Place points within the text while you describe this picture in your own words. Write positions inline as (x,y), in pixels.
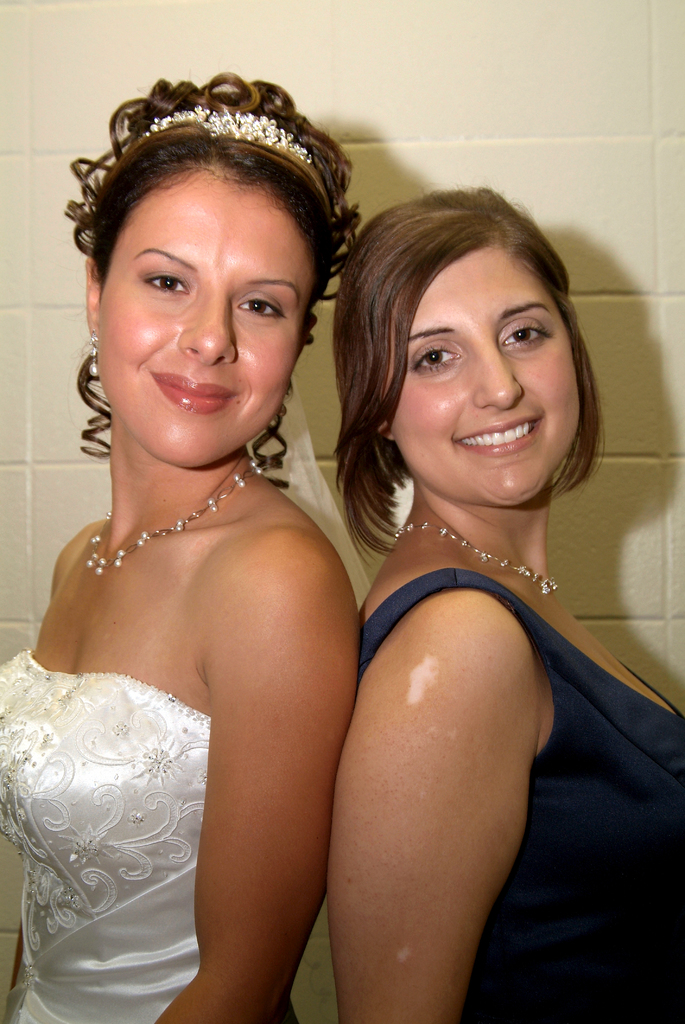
2 women (220,691) are standing, this is wall (452,169).
